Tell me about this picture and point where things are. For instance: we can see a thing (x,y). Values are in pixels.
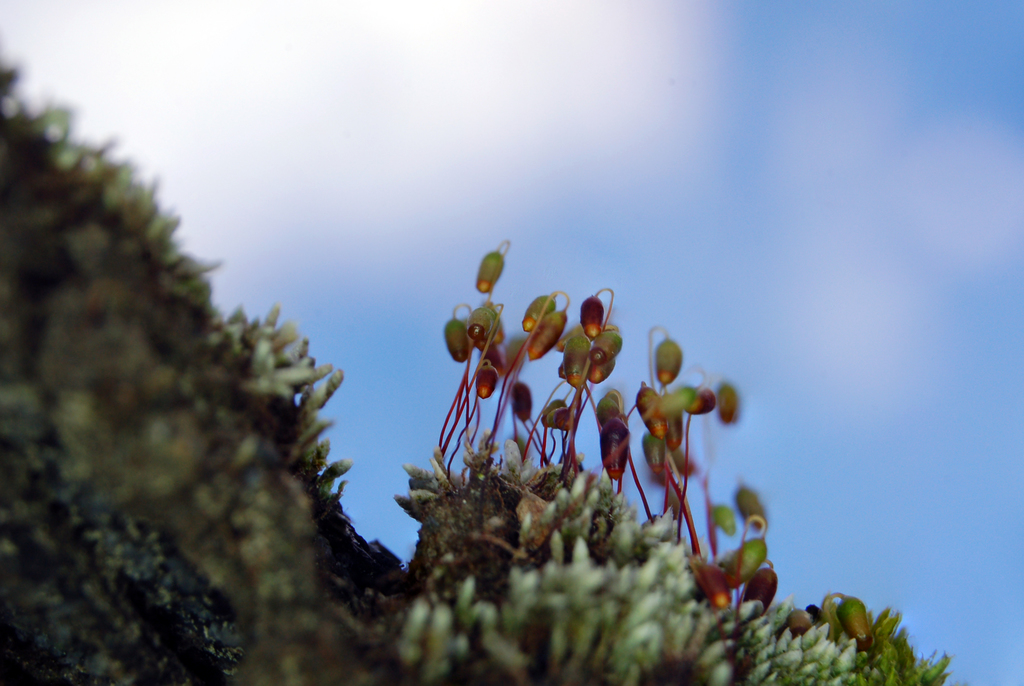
In this image we can see plants (612,549) and sky (979,303).
